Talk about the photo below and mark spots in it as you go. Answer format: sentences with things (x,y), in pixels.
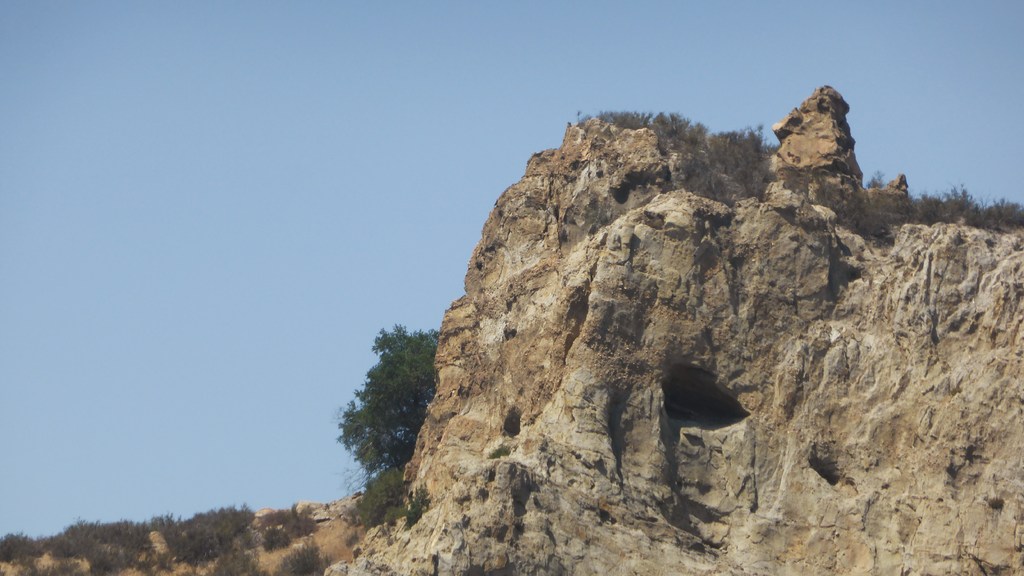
We can see hill (961,452), grass (676,123), plants (393,491) and tree (363,399). In the background (556,80) we can see sky (649,53).
